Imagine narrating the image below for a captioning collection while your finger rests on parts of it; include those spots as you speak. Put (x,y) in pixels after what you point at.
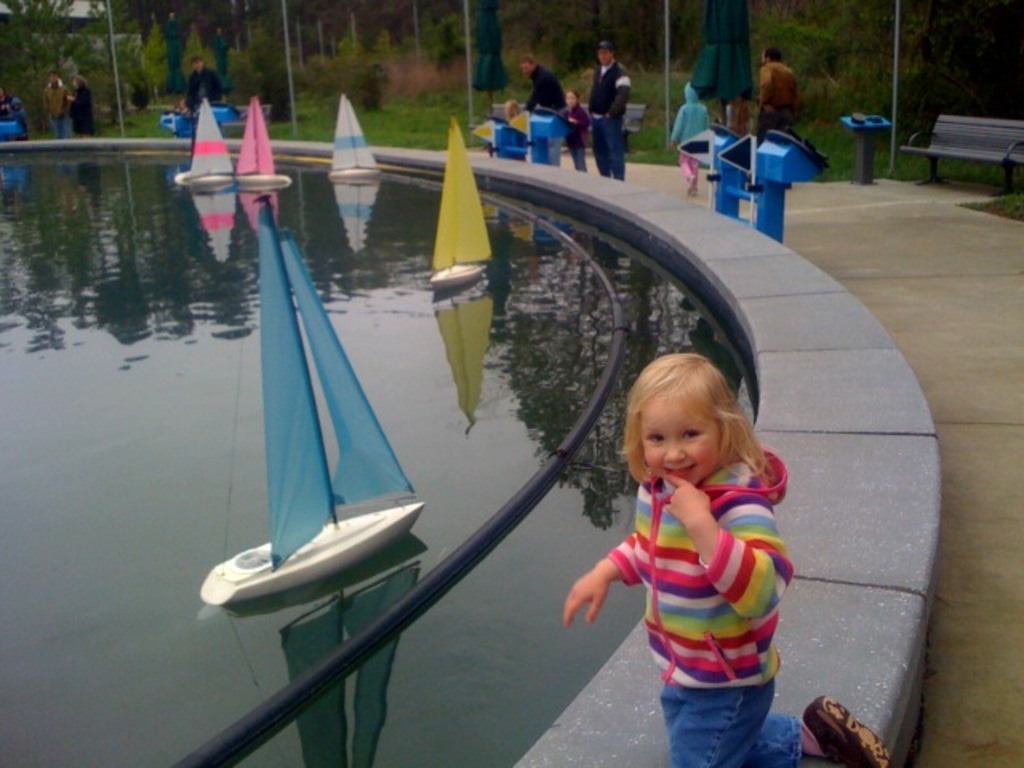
In this image I can see few boats (329,357) on the water surface (357,357). I can see few people (612,116), trees (835,97), bench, poles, umbrellas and few objects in blue and black color.
